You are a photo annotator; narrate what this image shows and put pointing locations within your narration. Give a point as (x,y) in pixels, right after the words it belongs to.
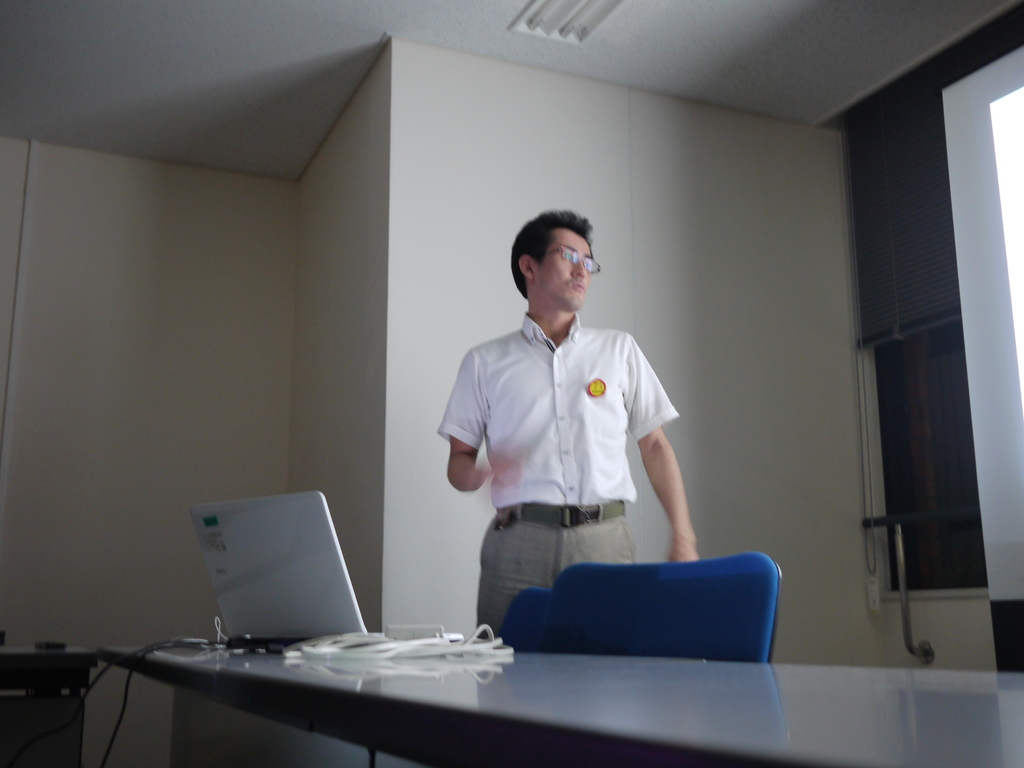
This picture is of inside. In the center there is a table (671,703) on the top of which a Laptop (272,598) and a cable (423,651) is placed, behind that there are two chairs (640,606) and a man (569,354) wearing a white color shirt (580,378) and standing. In the background (507,110) there is a wall (788,296) and a window (913,368) with a window blind (889,192).
